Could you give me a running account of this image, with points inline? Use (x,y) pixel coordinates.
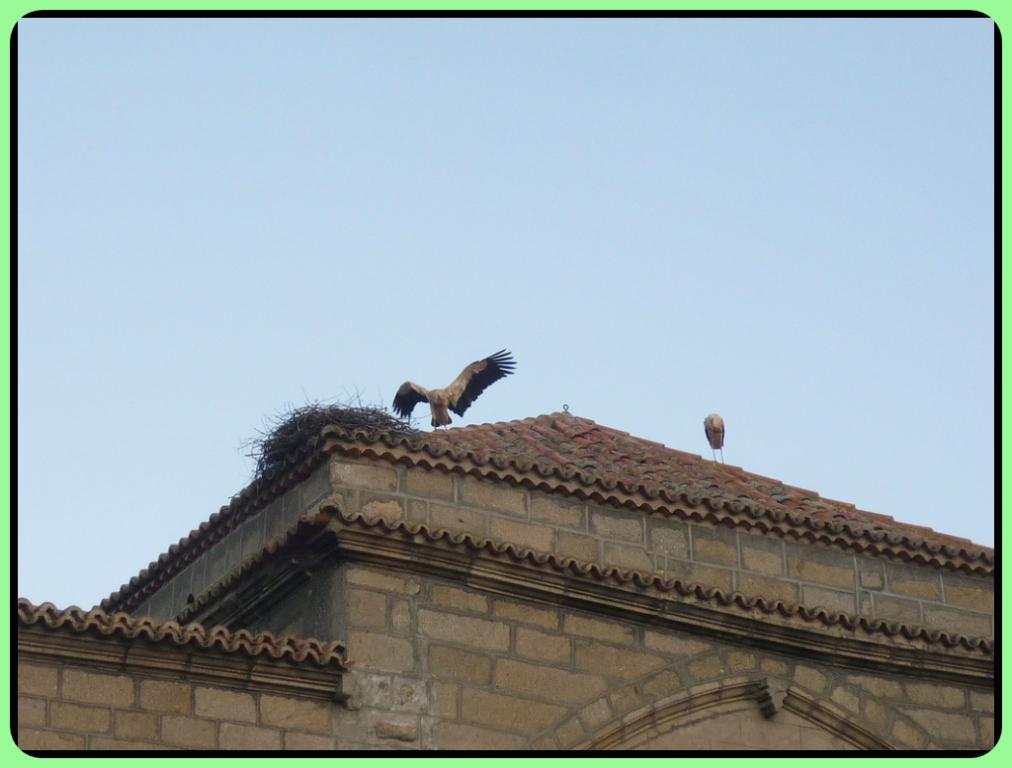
In this image there is a building (711,509) and we can see birds (452,407). At the top (563,159) there is sky (714,153).
